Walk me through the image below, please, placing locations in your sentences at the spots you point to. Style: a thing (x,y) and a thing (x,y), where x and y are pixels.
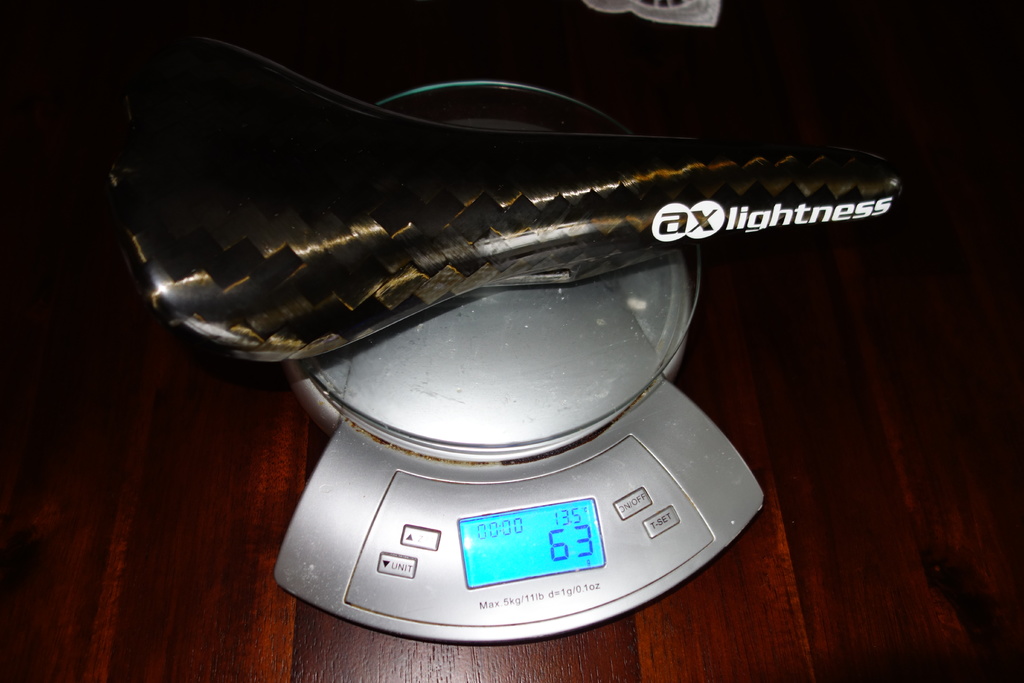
In this image there is a weighing machine (468,466) on a wooden surface (216,457). There are buttons (619,514) and a digital display screen (518,561) on the machine (473,536). There is text (391,569) on the buttons (618,502). There are numbers (564,530) displayed on the screen (542,557). There is an object (525,265) on the machine (590,334). There is text (683,231) on the object (714,228).
